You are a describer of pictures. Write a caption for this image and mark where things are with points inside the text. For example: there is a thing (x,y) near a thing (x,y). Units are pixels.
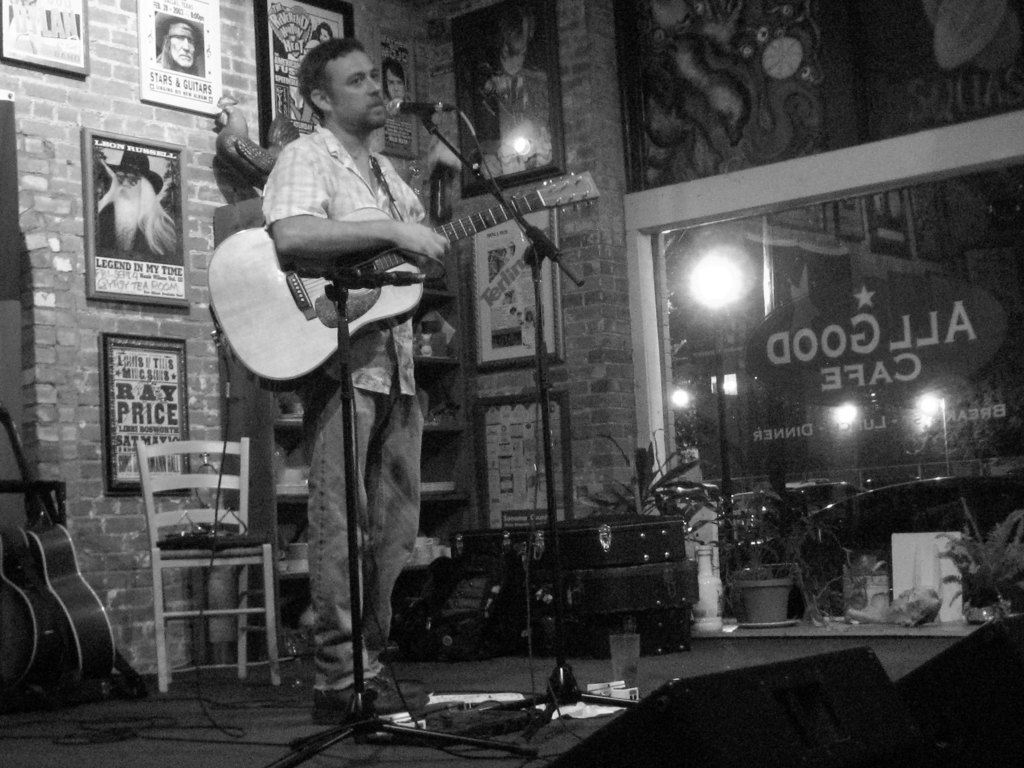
The picture is in black and white. A person (376,463) is standing on the stage (409,662) and playing a guitar (220,300). In front of him there are two mikes (351,429). Behind him there is a wall (133,134) full of frames (144,169). To the left bottom (69,574) there are some more guitars (2,579). To the right corner (772,489) there are some plants (751,615) and a window (979,381).
